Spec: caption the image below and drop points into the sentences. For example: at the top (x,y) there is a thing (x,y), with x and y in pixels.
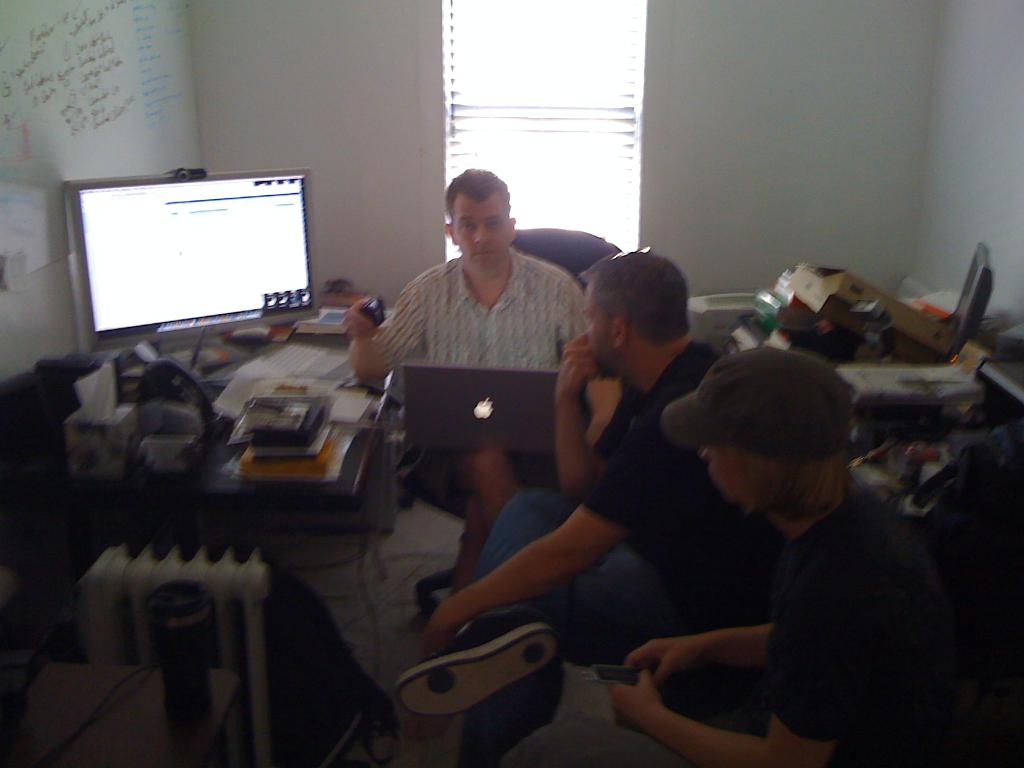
In the middle of the image (458,335) few people (702,412) are sitting on a chair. Top left side of the image (113,239) there is a screen (241,302) and there are some papers (354,411) and books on the table (212,375). Behind the screen (153,303) there is a wall (244,23) and window (527,73).
